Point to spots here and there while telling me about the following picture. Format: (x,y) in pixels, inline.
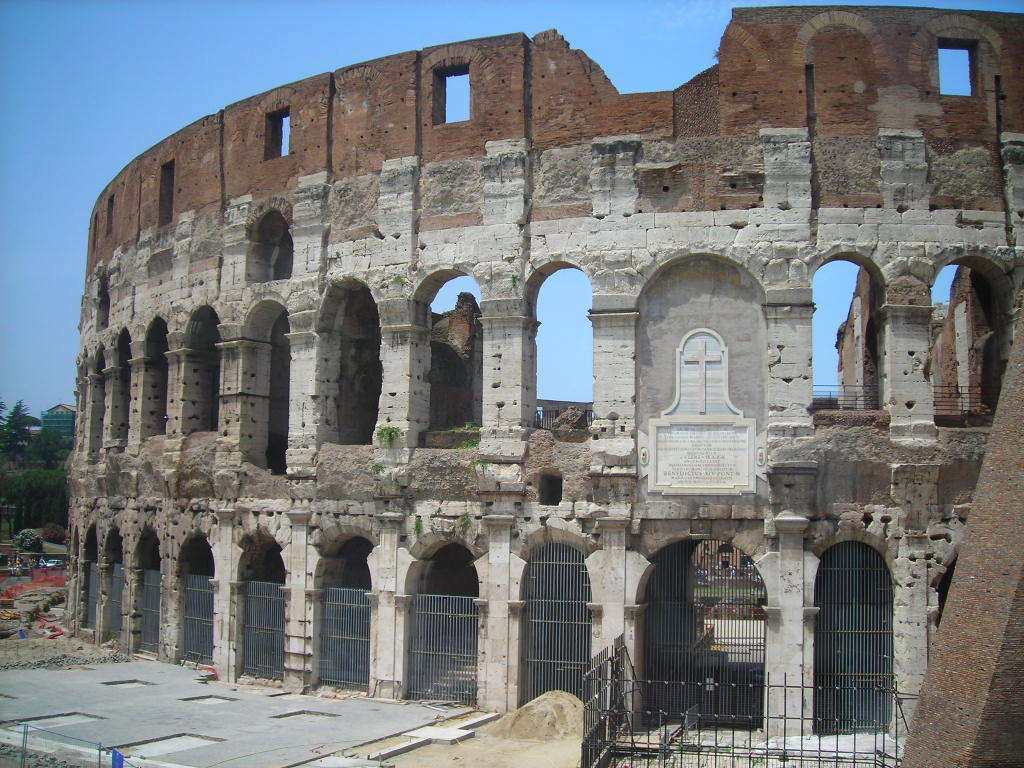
In the center of the image (462,437) there is a colosseum (608,438). On the left (25,491) there are trees (60,482). At the top (127,24) there is sky (226,24).
